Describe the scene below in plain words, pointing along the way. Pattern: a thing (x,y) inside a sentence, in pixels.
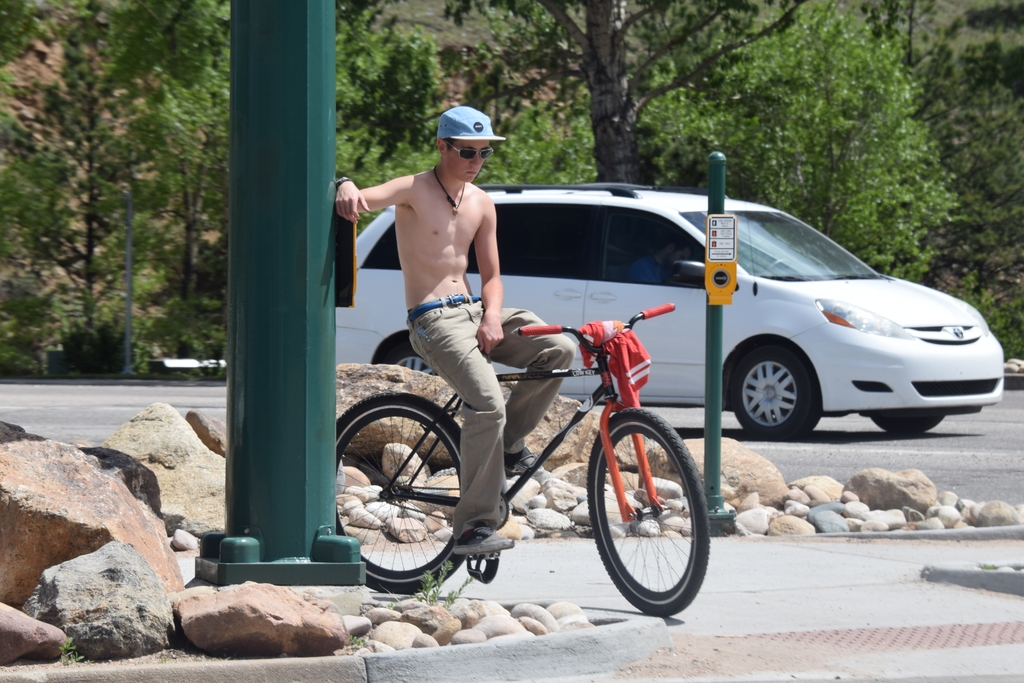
There is a man (472,328) on the bicycle (660,517). This is a car (606,235) moving on the road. This is a tree (708,139). There are stones (189,413) on the left side (140,505).
